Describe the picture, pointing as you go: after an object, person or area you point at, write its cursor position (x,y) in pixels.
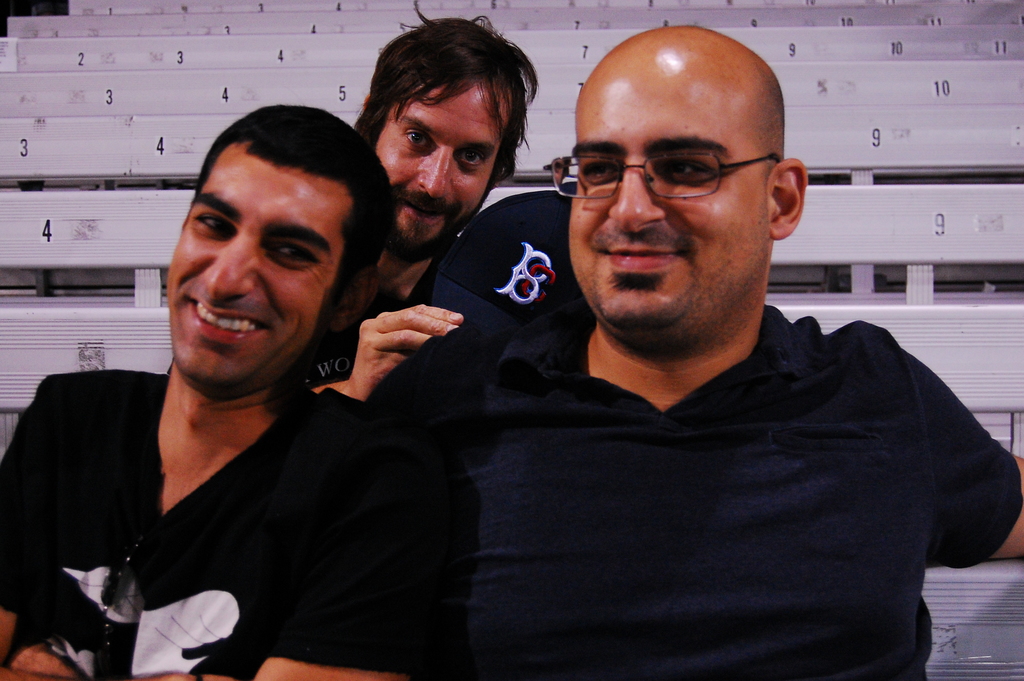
In this image, we can see some people (325,111) sitting on the benches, in the background (886,67) there are some benches (886,67).
